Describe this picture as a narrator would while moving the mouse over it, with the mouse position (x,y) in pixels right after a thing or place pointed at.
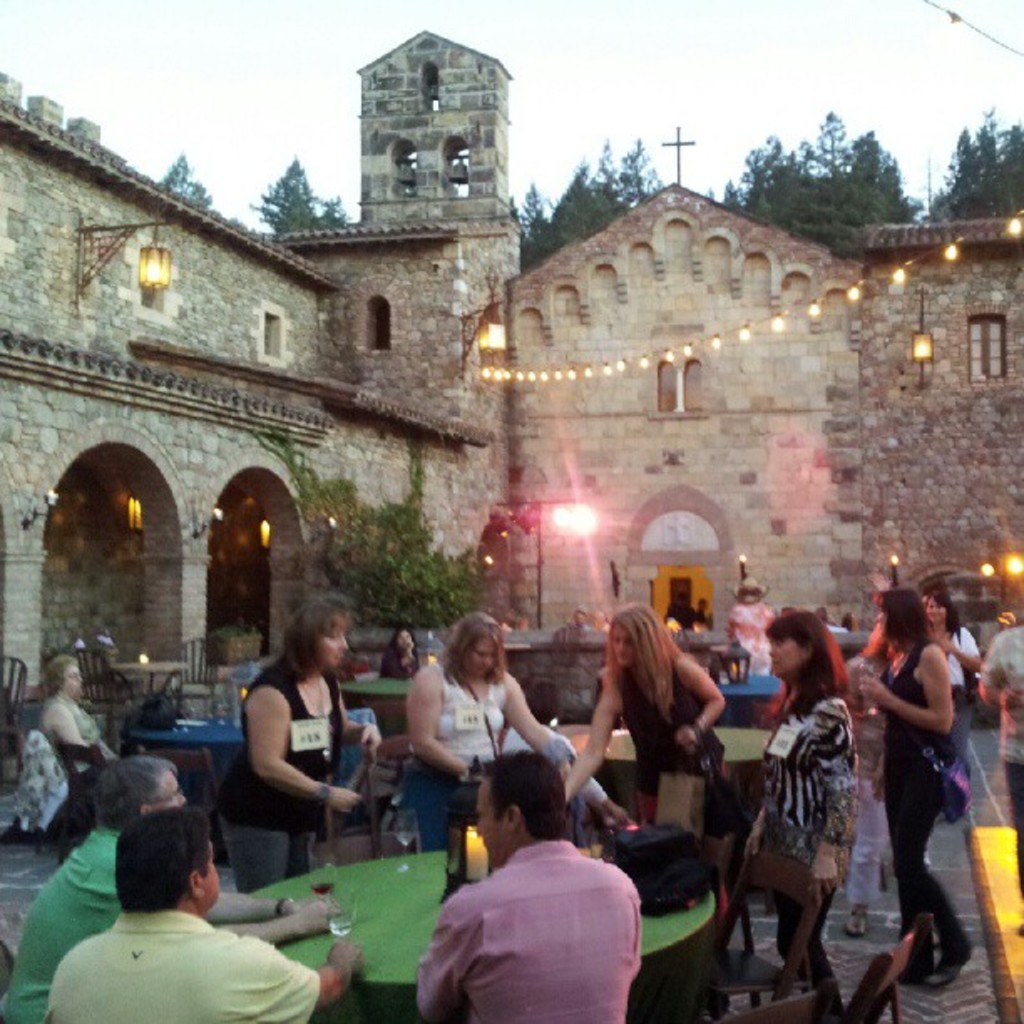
In this there are some persons (800,803) at bottom of this image (806,683). There are some tables (387,958) and chairs (102,693) are in bottom of this image (391,689). There is a building (556,470) in middle of this image (492,417) and there is a sky (498,56) at top of this image, and there are some trees (265,218) at top of this building (671,218).
